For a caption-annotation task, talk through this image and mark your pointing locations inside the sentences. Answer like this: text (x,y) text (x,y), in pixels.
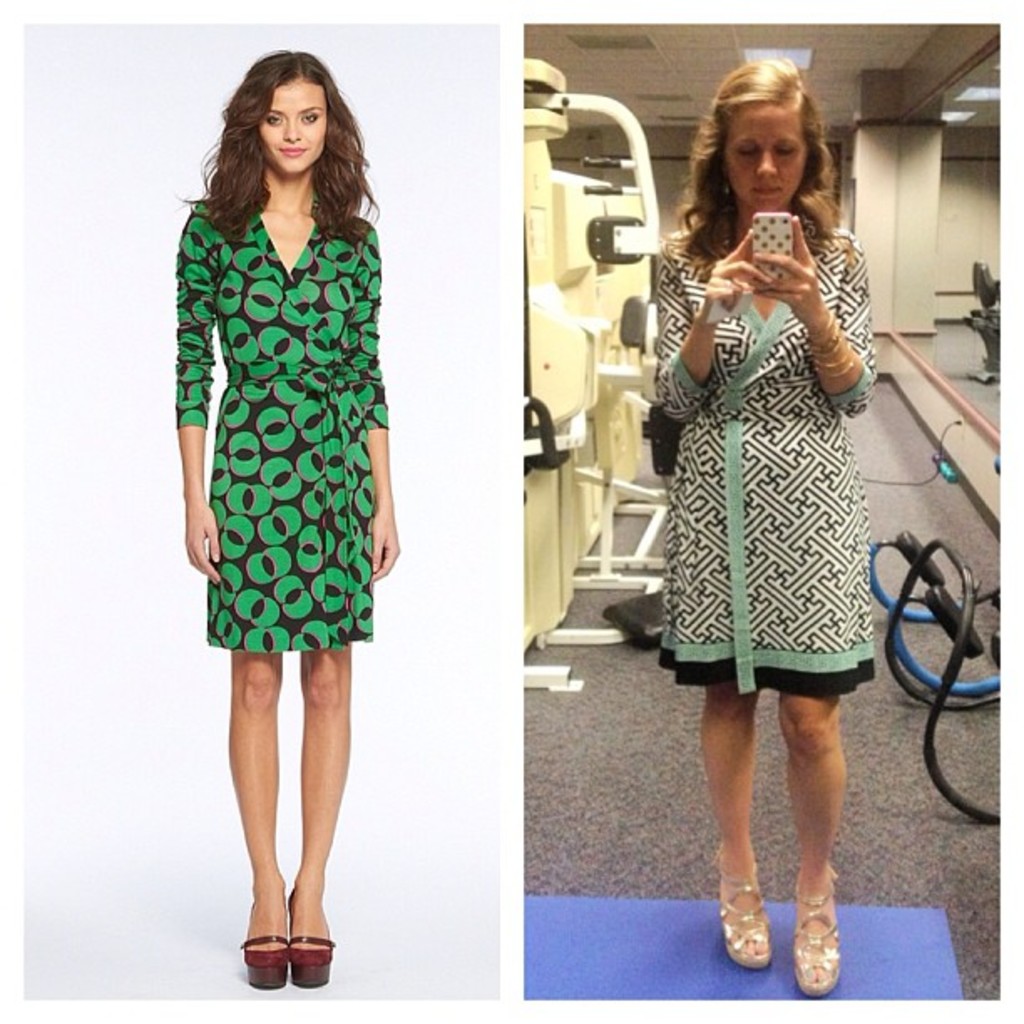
Here we can see collage of two pictures, on the left side (309,459) picture we can see a woman (294,253) is standing and smiling, on the right side (789,465) picture we can see a woman (712,271) is standing and holding a mobile phone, in the background (589,290) there is gym equipment (656,284), we can see a mirror (980,192) on the right side (974,230).
